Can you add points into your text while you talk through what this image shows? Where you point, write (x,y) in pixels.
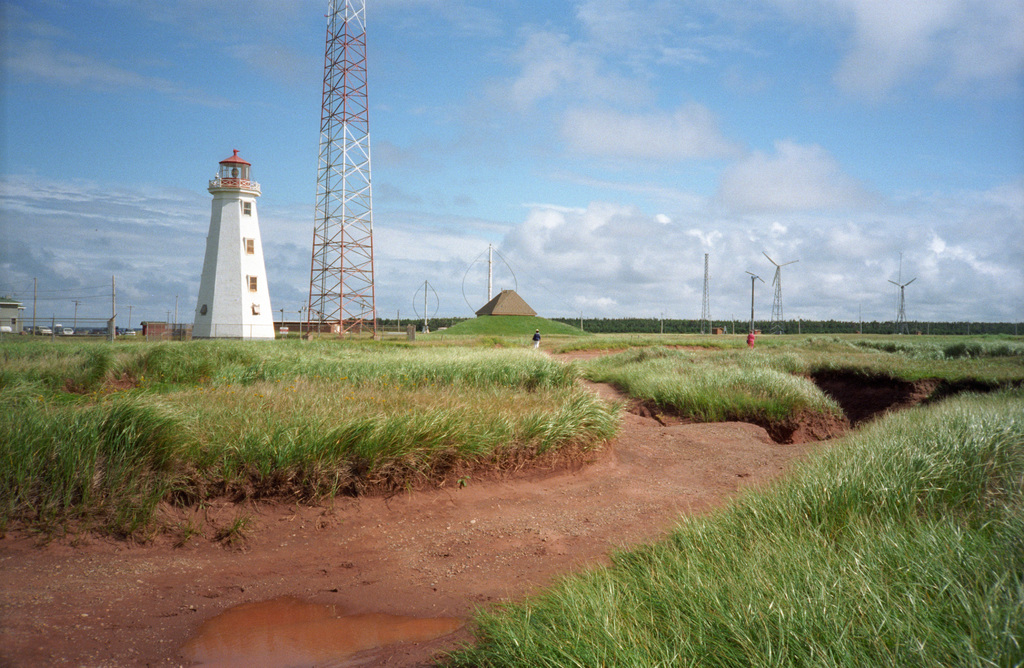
In this picture I can see the grass (418,408) and on the bottom left of this picture (190,594) I can see the path (466,495) and I see the water (254,601). In the background (255,275) I can see a tower (234,272), few poles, windmills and few persons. I can also see the sky (595,213).
